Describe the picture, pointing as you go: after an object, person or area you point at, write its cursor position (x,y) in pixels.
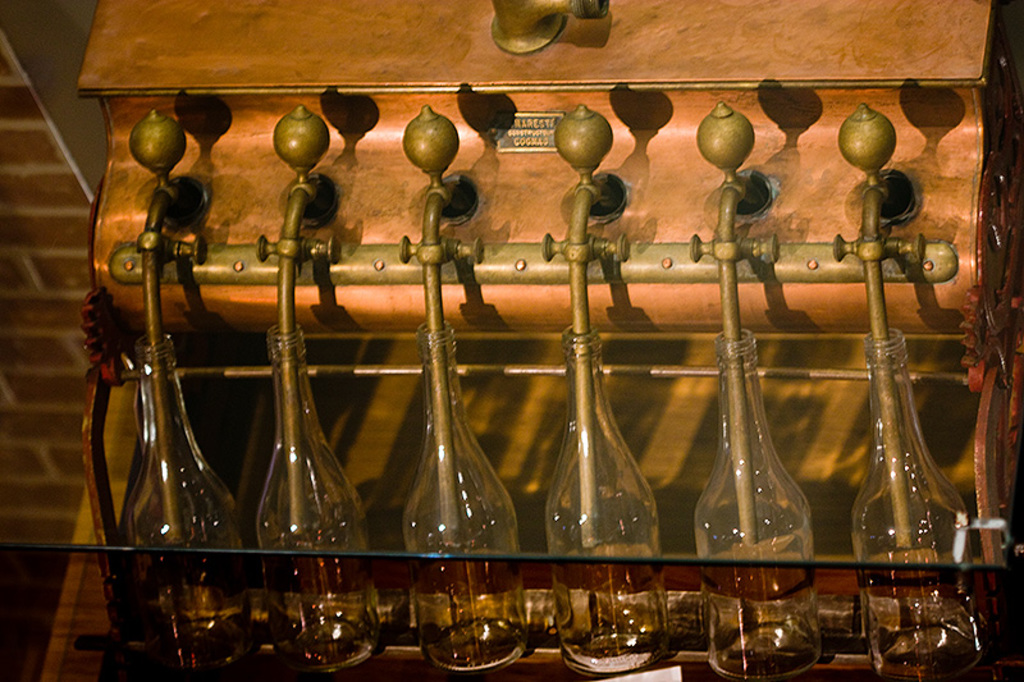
This picture shows a brewing machine (834,269) and we see bottles (446,595).
